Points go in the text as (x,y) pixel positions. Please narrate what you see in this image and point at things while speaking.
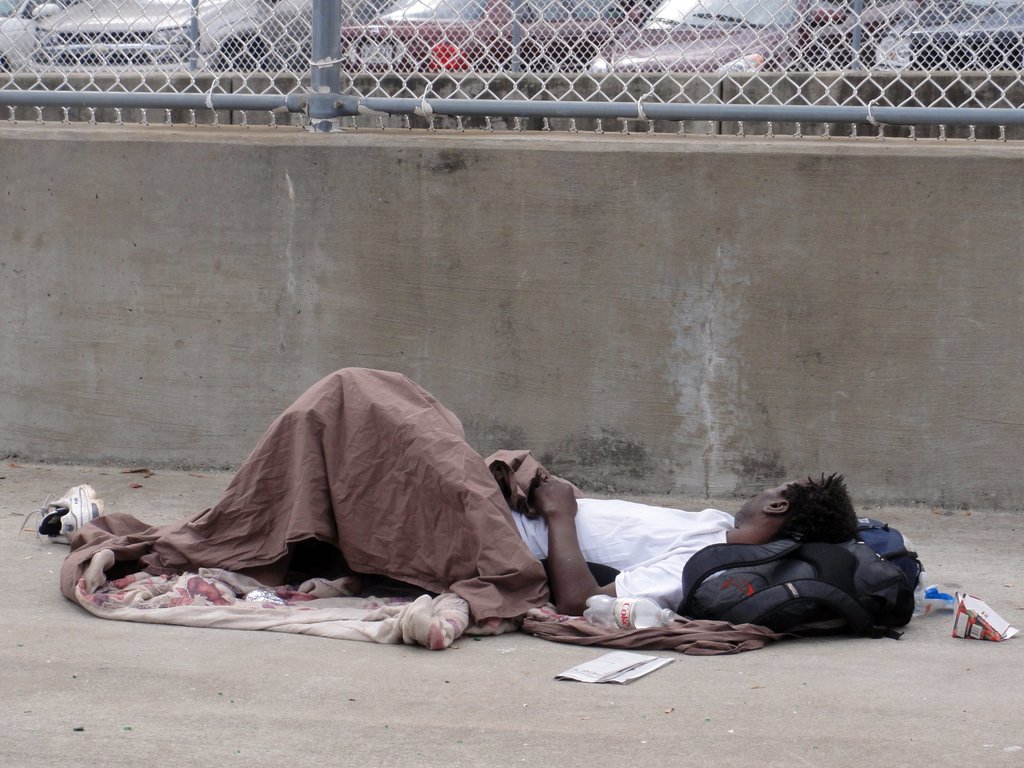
In the foreground of this picture (479,520), there is a man (617,531) laid down on the surface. In the background (542,234), there is a wall (753,216), fencing (569,47) and behind it there are cars (661,24).
